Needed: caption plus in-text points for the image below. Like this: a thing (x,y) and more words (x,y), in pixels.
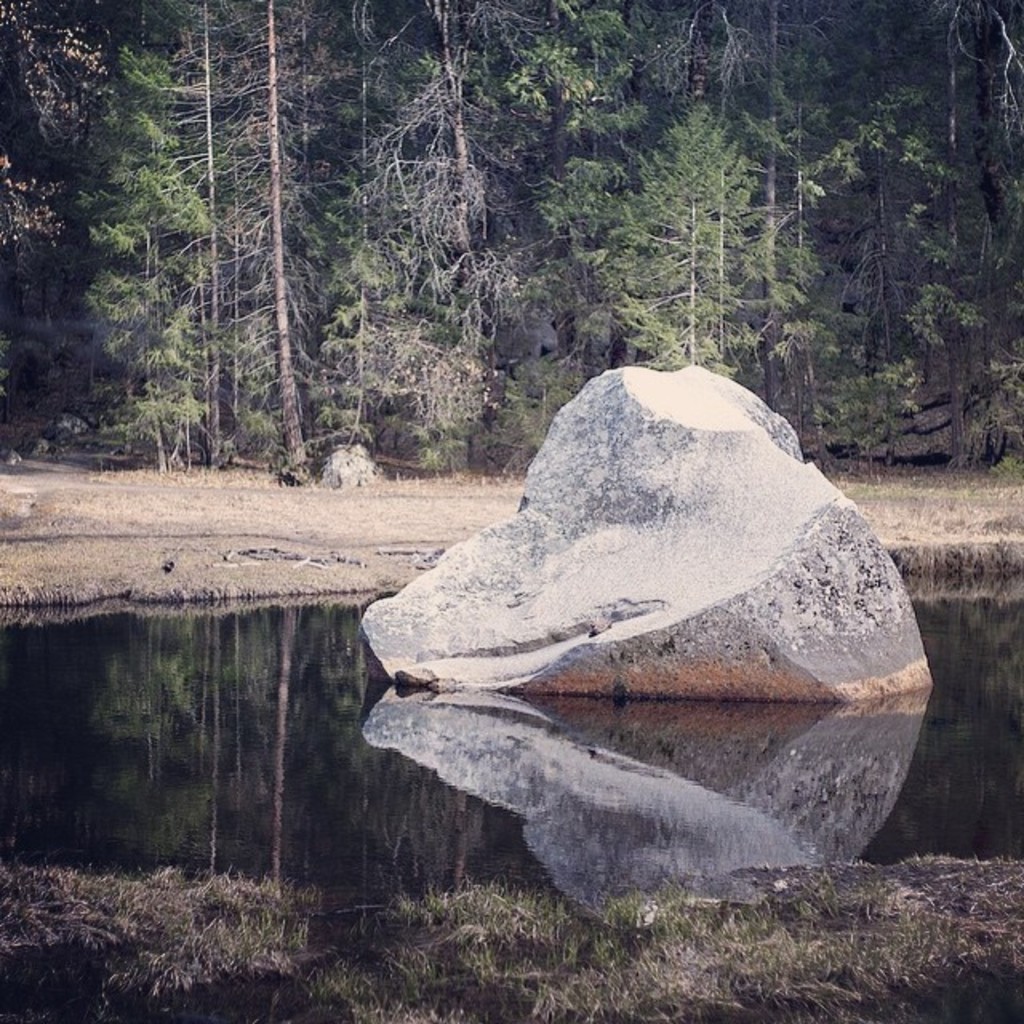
In this picture I can observe a large stone (553,590) in the water (340,684) in the middle of the picture (534,643). In the background (573,308) I can observe trees (467,227).
